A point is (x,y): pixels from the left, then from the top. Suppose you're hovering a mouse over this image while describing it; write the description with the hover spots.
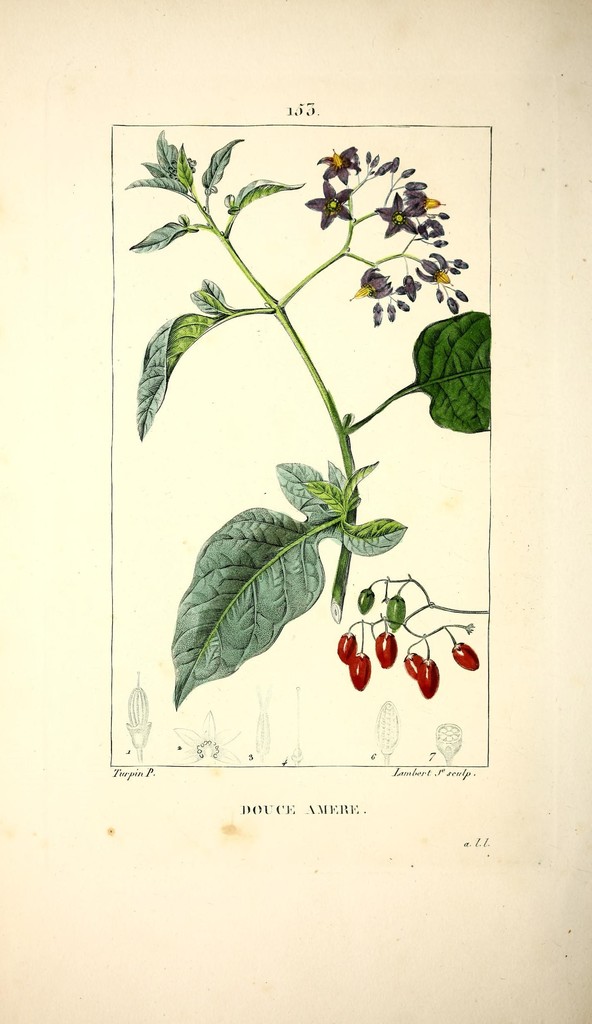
In this image we can see the drawing (200,226) of plants (316,583) with flowers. At the bottom (219,753) there are buds (428,676) and parts (261,729) of the flower (219,753).
